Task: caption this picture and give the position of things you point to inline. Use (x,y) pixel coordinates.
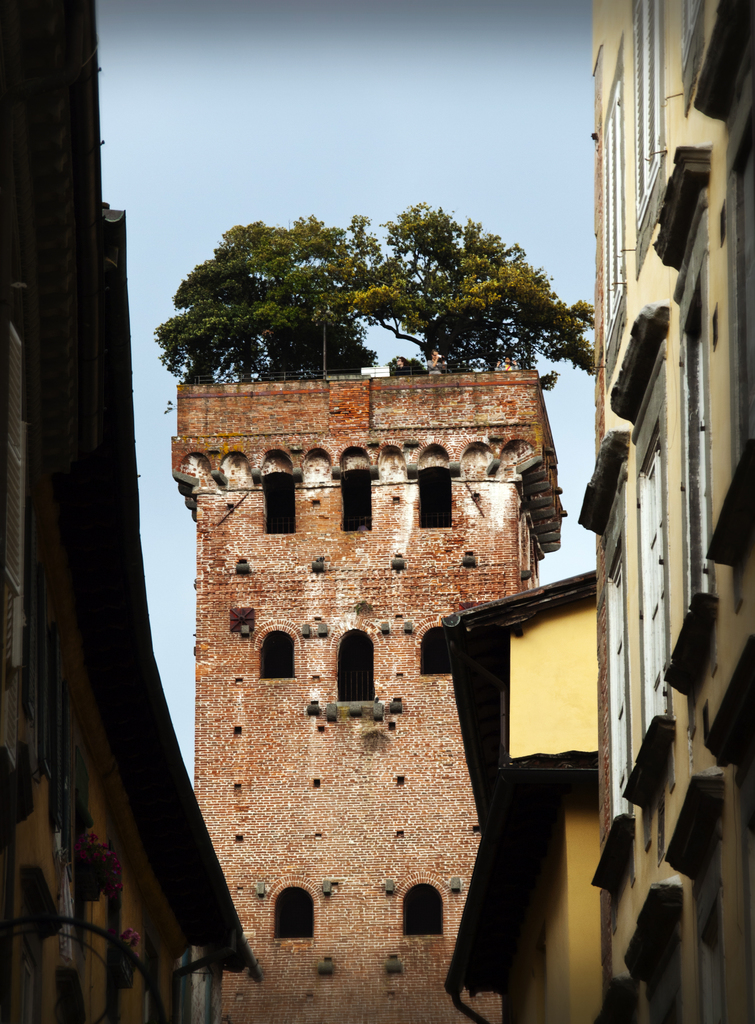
This is an outside view. In this image I can see few buildings (264,793) along with the windows (346,513). At the top of this building (351,542) there are few trees (382,300). At the top of the image (382,146) I can see the sky (404,107) in blue color.
